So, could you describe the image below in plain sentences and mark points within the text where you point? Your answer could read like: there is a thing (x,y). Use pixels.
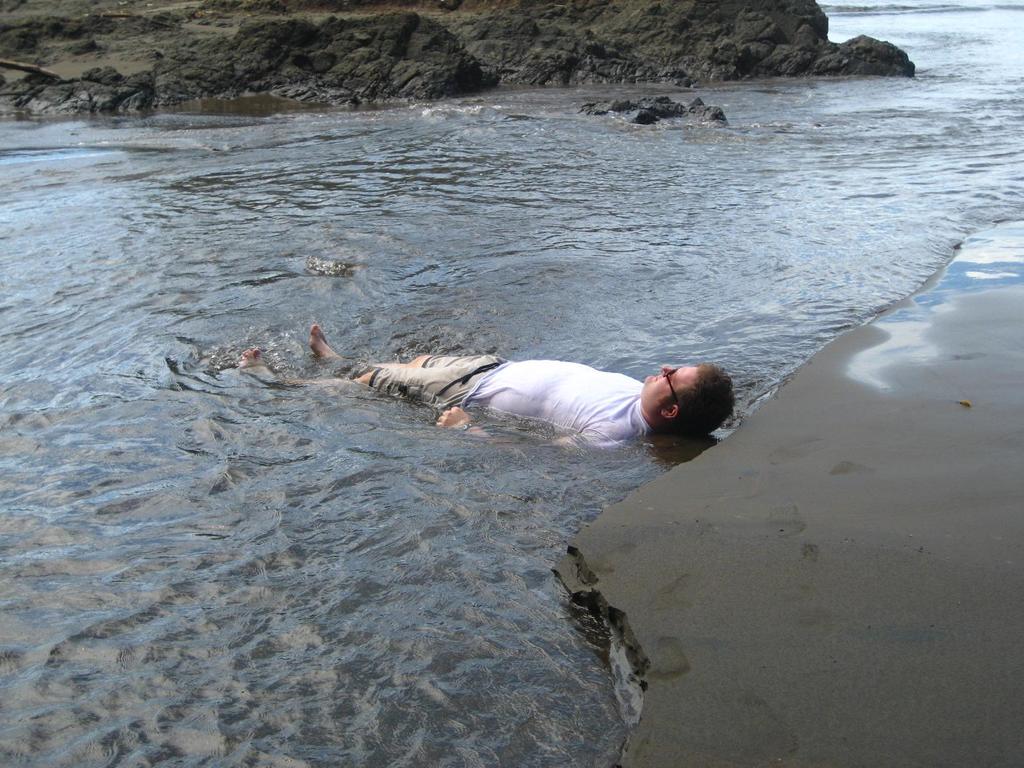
In the center of the image (551,407) we can see person (604,434) sleeping in the water (620,455). In the background (823,52) we can see rocks (549,52) and water (826,174).
